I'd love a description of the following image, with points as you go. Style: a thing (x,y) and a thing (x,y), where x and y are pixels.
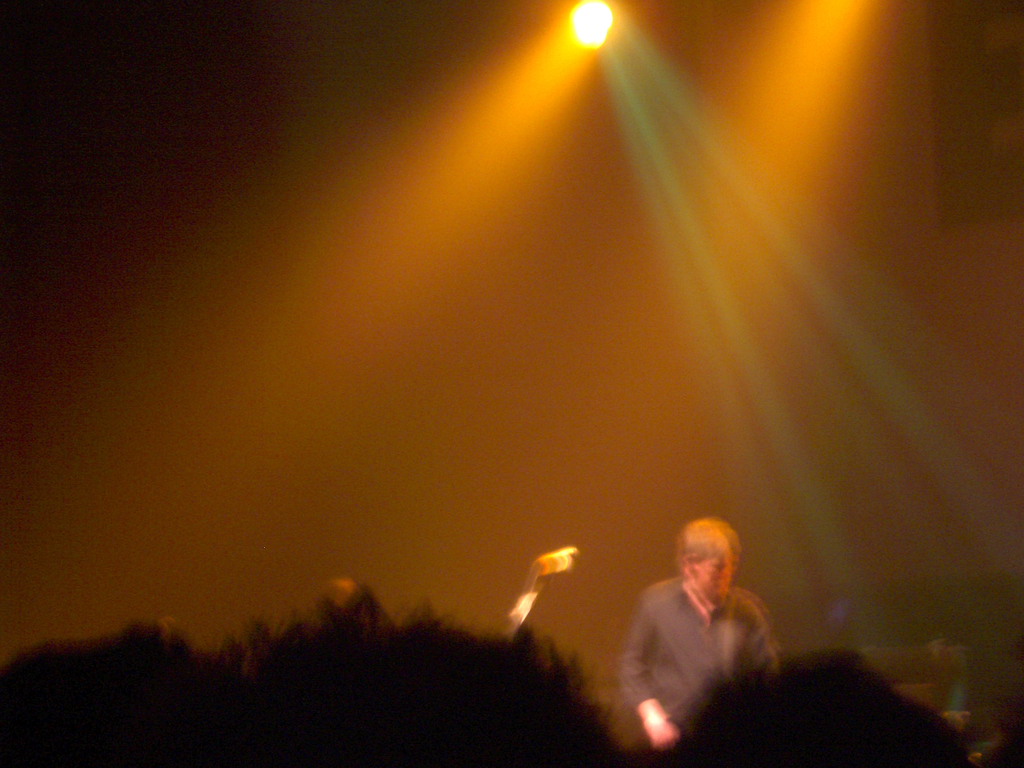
In this picture we can see a man (672,656) standing, we can see a microphone (556,561) beside him, there is a light (582,42) at the top of the picture (588,23).
